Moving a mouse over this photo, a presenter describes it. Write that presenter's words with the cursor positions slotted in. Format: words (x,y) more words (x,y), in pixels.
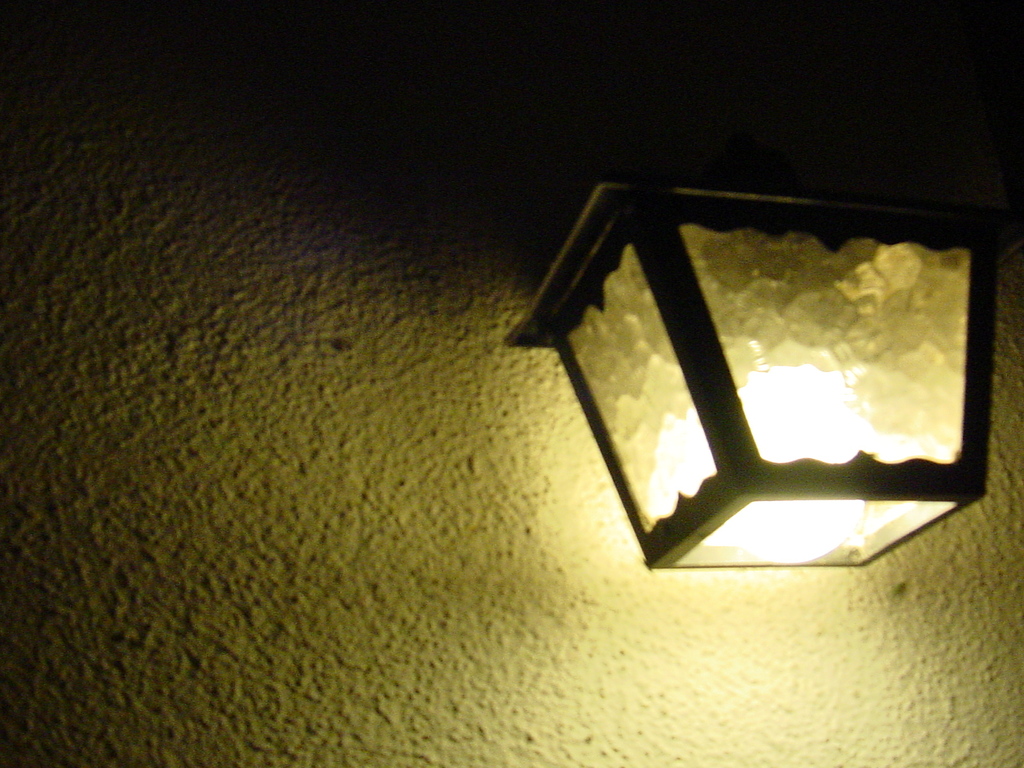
This is an image clicked in the dark. On the right side (699,436) I can see a Lantern (736,372). At the back of it I can see the wall (357,521).
